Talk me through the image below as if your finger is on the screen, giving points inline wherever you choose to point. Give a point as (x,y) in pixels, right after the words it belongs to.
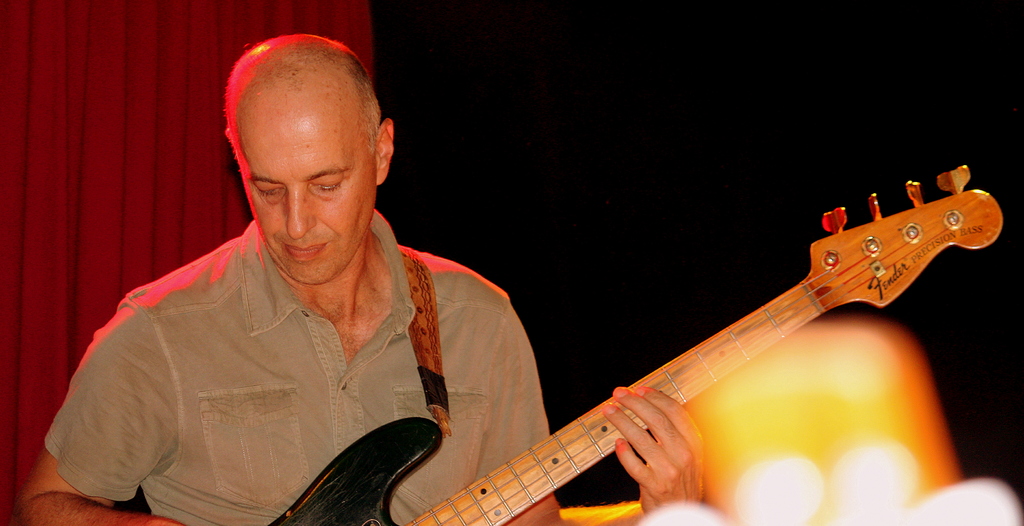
This picture shows a man (313,398) holding a guitar (491,494) in his hands (652,428) and playing it. In the background (88,160) there is a red color curtain (66,133).
